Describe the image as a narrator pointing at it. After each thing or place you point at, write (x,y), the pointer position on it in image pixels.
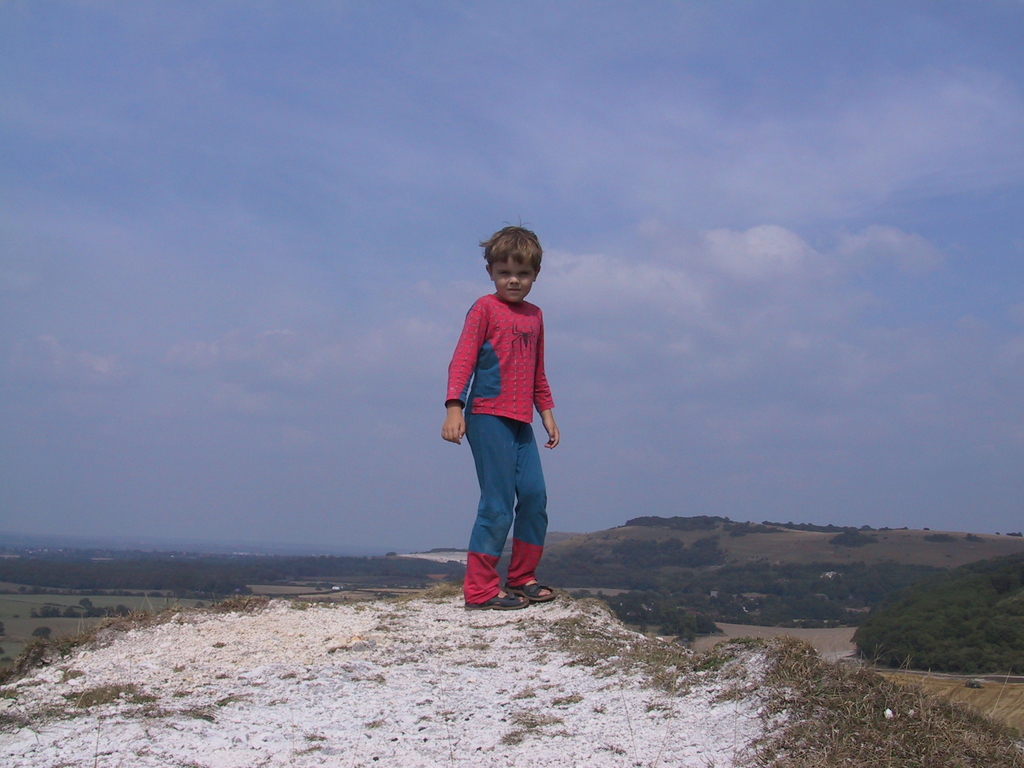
In this image we can see a boy (488,554) standing on a small hill (523,710), grass (813,744), trees (790,569), hills (818,537), ground (716,637) and sky (340,271) with clouds (645,308).
